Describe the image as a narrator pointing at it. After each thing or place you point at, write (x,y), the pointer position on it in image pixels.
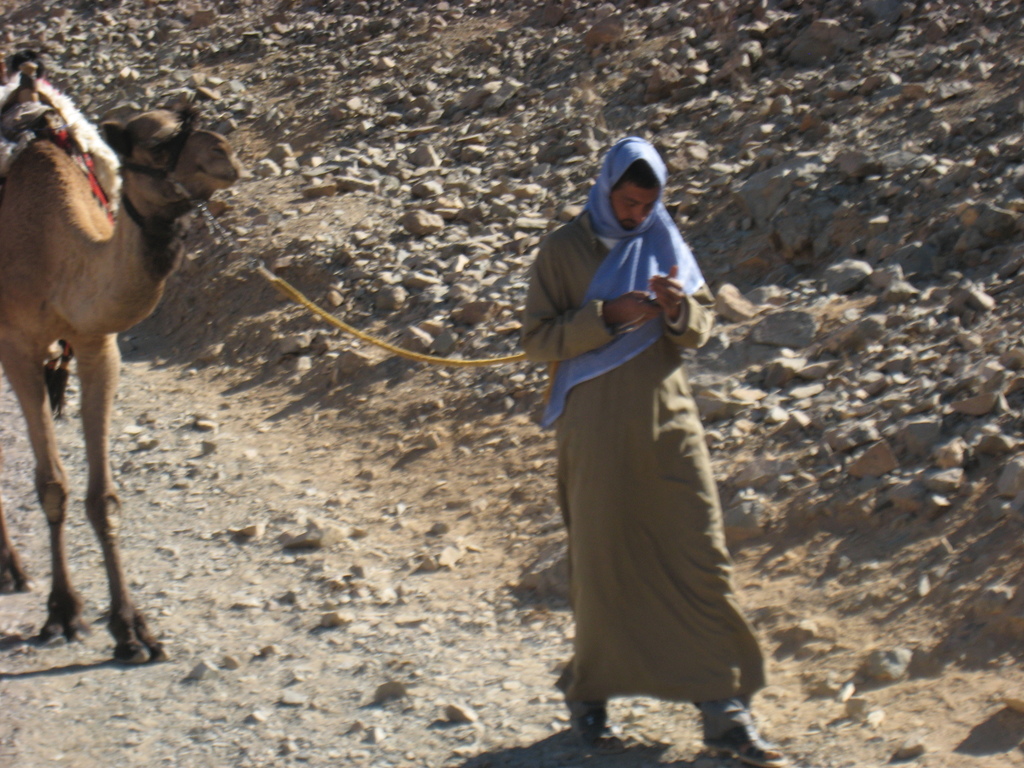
In the picture we can see a man (625,148) walking and holding a rope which is tied to the camel (100,247) on the path (251,657), and besides we can see some rocks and stones (972,148) to the surface (991,425).
